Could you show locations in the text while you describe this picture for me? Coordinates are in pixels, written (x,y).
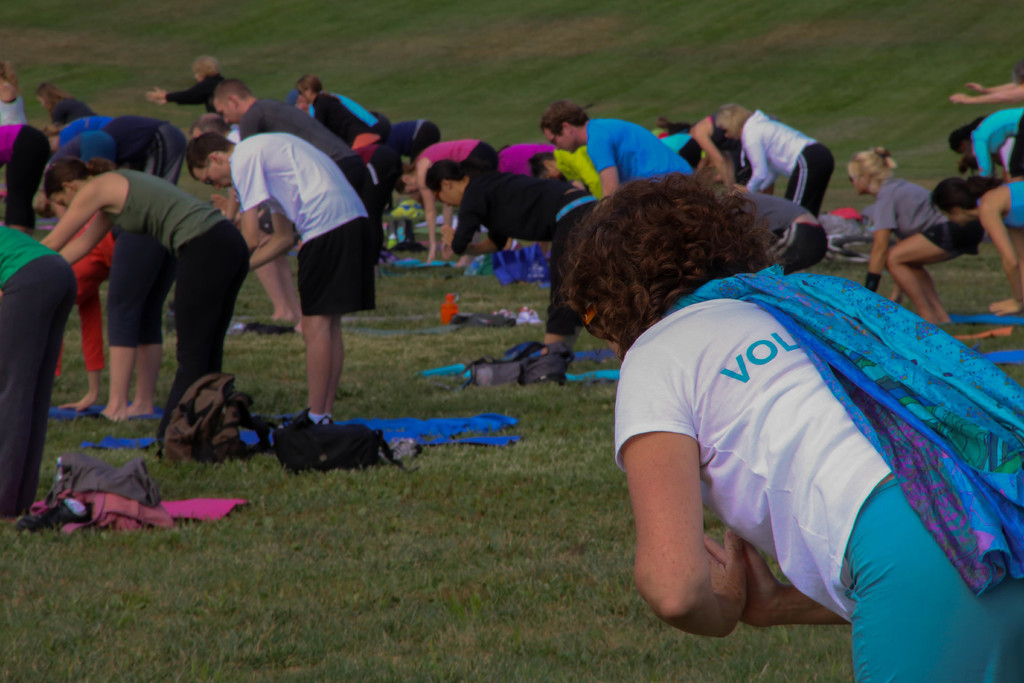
In this image we can see some people (471,185) and it looks like they are practicing yoga and there are some yoga mats (468,423), bags (150,489) and some other objects (139,495) on the ground (165,481) and we can see grass (165,481) on the ground (963,19).
